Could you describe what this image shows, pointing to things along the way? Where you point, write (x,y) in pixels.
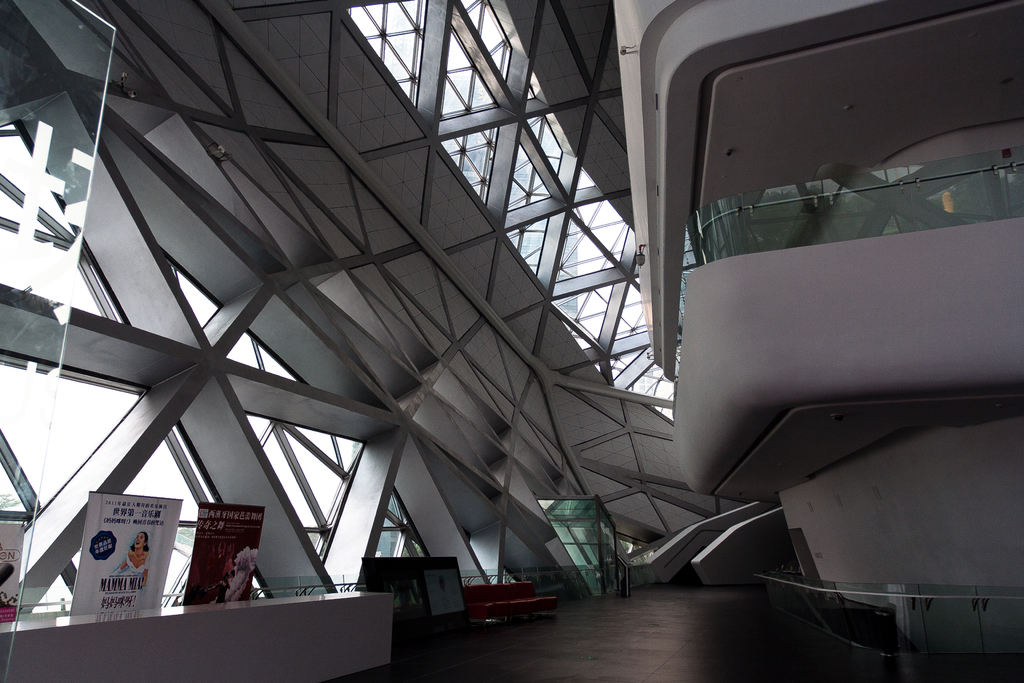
In this image I can see the floor (591,640). On the right side (875,512), I can see the wall (764,354) and the railing (807,223). On the left side (26,333) I can see a glass door (33,321). I can also see the boards (130,558) with some text (110,582) written on it. At the top (471,94) I can see the windows (533,249).
